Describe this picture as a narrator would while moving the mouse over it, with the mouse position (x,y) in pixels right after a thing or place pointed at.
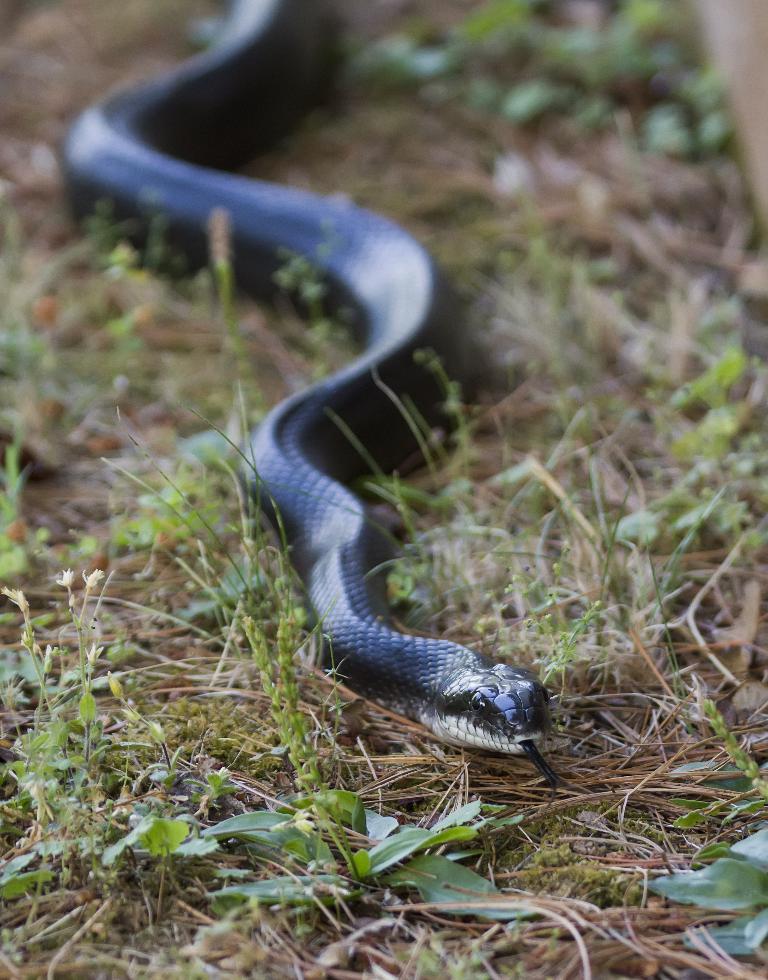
In the picture I can see a black color snake (338,428) is crawling on the grass (333,699). Here we can see grass (232,791) and this part of the image is slightly blurred.
